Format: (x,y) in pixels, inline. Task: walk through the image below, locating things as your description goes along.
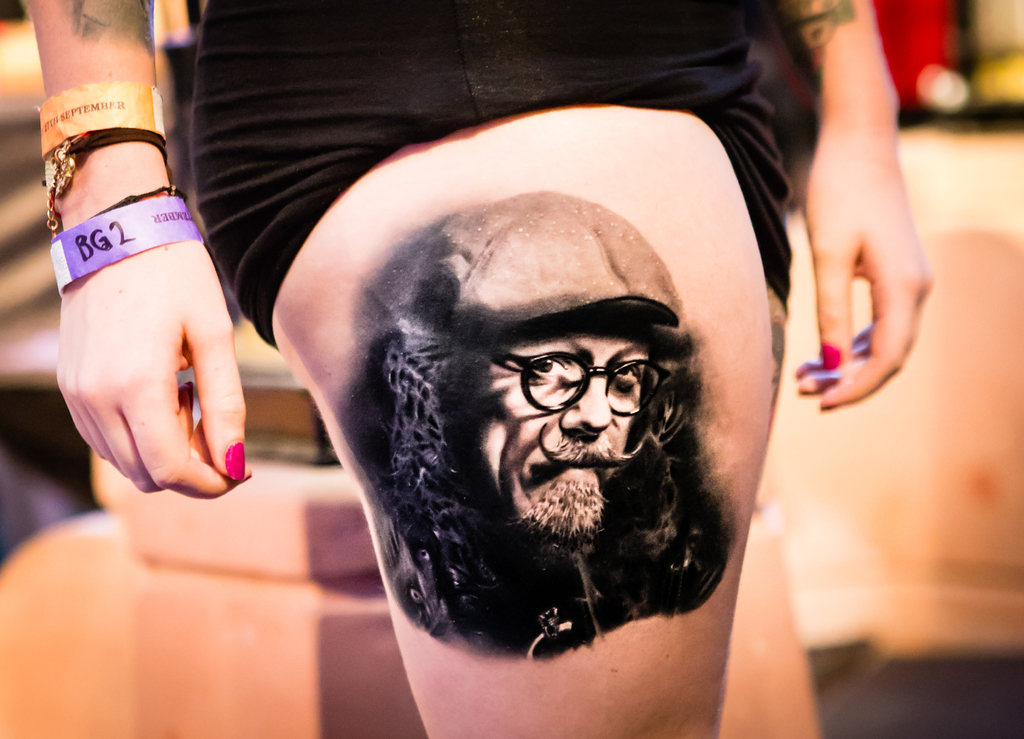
In this image I can see a tattoo (567,398) of the person face (613,434) on the person leg (742,375). The person (455,228) is wearing black dress (246,191) and bands (113,135). Background (840,507) is blurred.
